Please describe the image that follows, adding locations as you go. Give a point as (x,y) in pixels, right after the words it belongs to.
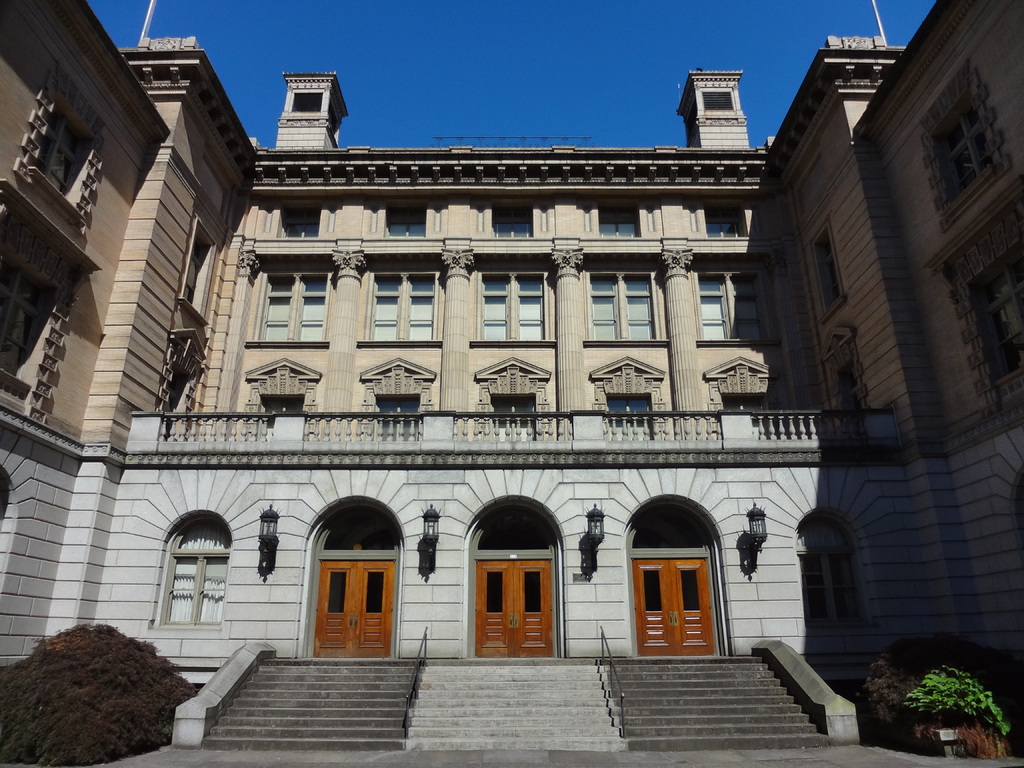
In this image I can see a building (232,321) in gray and brown color, in front (381,608) I can see three doors (681,625) in brown color, few lights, plants (1001,738) in green color, background (433,38) the sky (473,82) is in blue color.
